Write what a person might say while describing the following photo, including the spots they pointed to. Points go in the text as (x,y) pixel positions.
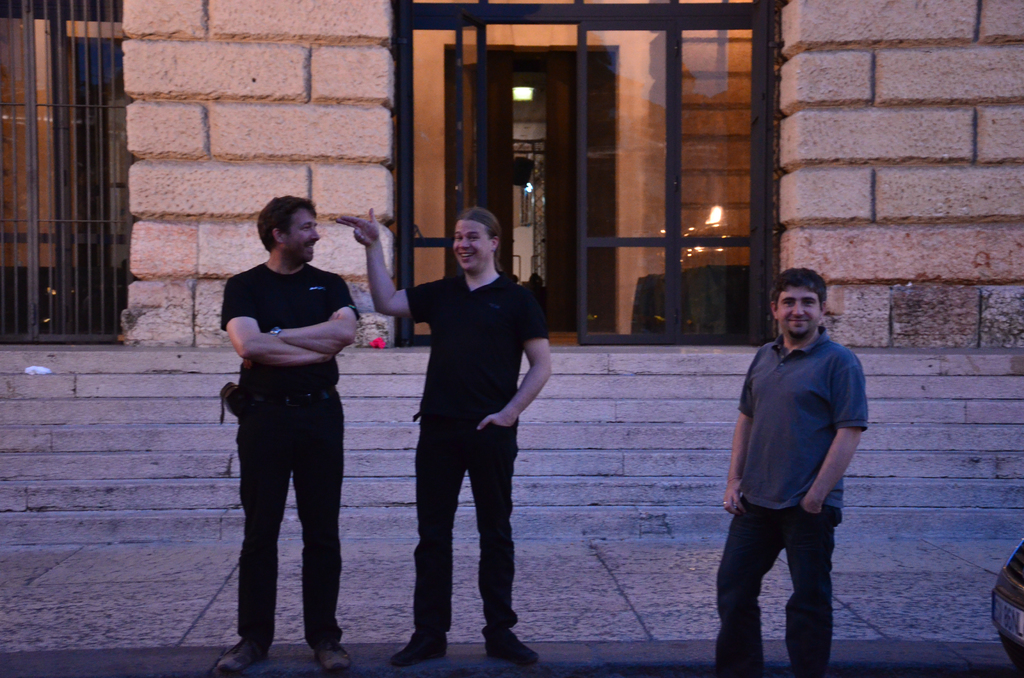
In this image we can see three men (463,323) standing on the ground (606,578). We can also see a car (1023,665), the staircase (704,533), a building (232,225) with a metal grill (90,266), door (490,194) and a wall (360,249).
